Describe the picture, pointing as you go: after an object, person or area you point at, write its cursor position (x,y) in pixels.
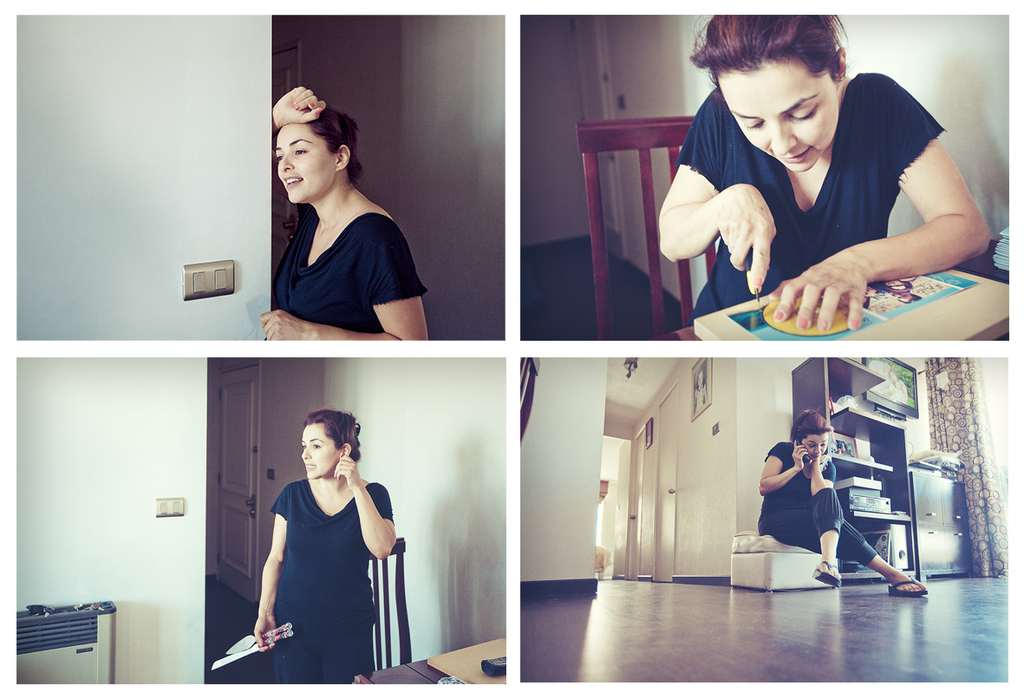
In the image there is a collage. On the top left side (231,170) there is an image. In the image there is a lady (355,267) leaning on the wall (263,194). And on the wall (171,278) there is a switchboard (216,278). On the top right side (811,132) there is an image. In the image there is a lady (932,170) sitting on the chair (685,324) and holding an object (750,270) in her hand (764,231). In front of her there is a table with a book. Behind her there is a wall (634,71) with a door (603,85). In the bottom left side (187,516) there is an image of a lady (347,576) standing and holding an object (254,647) in her hand (267,647). In front of her there is a table (401,673) and behind her there is a wall (117,428) with a door (242,490). And on the right bottom of the image (798,481) there is a lady (774,458) sitting on the chair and holding a mobile (804,457). Behind her there is a cupboard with objects (886,507) and also there is a wall (681,416) with a door (668,440).
